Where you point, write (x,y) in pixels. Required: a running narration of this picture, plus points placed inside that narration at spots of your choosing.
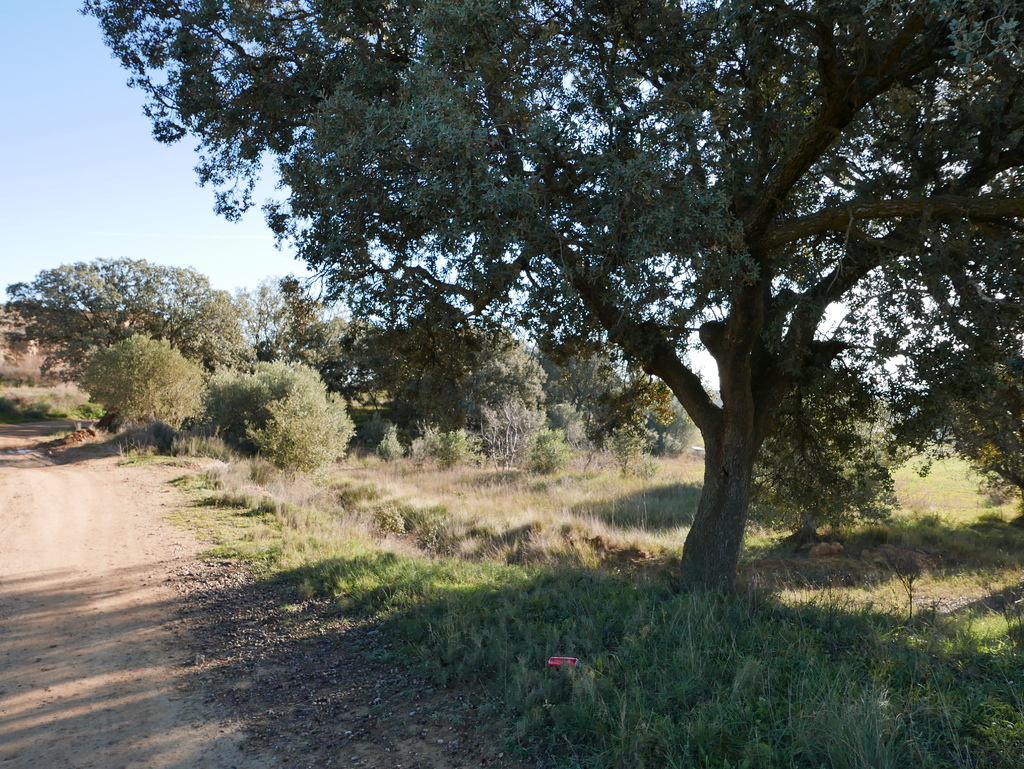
In this picture we can see grass (437,637) on the ground (412,632) and in the background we can see trees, sky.
